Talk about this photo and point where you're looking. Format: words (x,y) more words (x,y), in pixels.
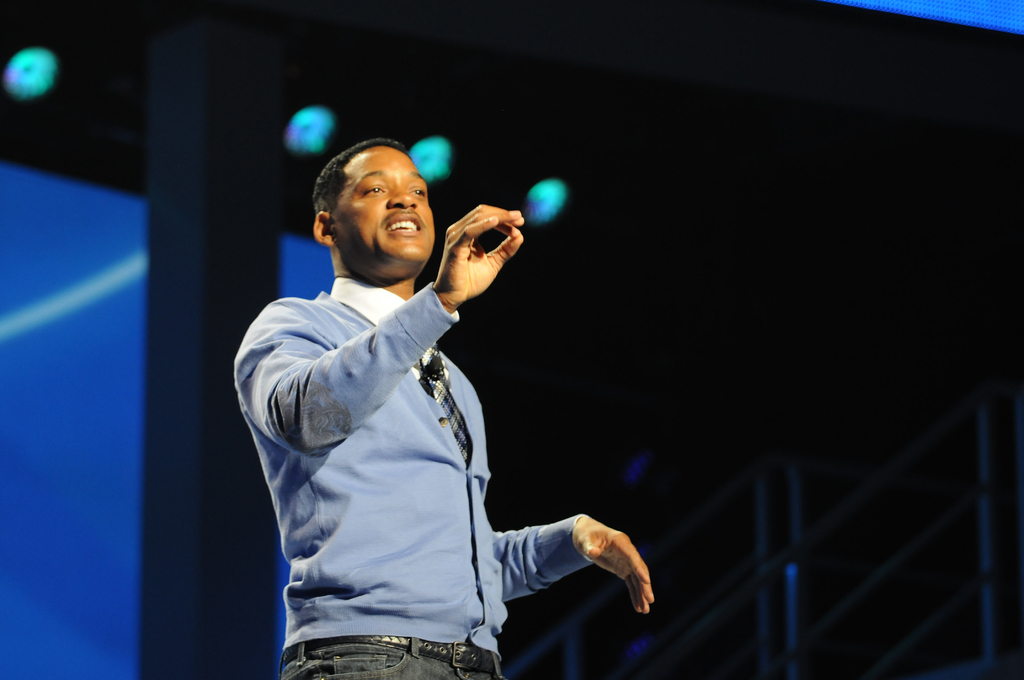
In this picture there is a man (426,635) standing and talking. In the background of the image (227,561) it is dark and we can see railing (753,478), pillar (217,569) and lights (29,70).
